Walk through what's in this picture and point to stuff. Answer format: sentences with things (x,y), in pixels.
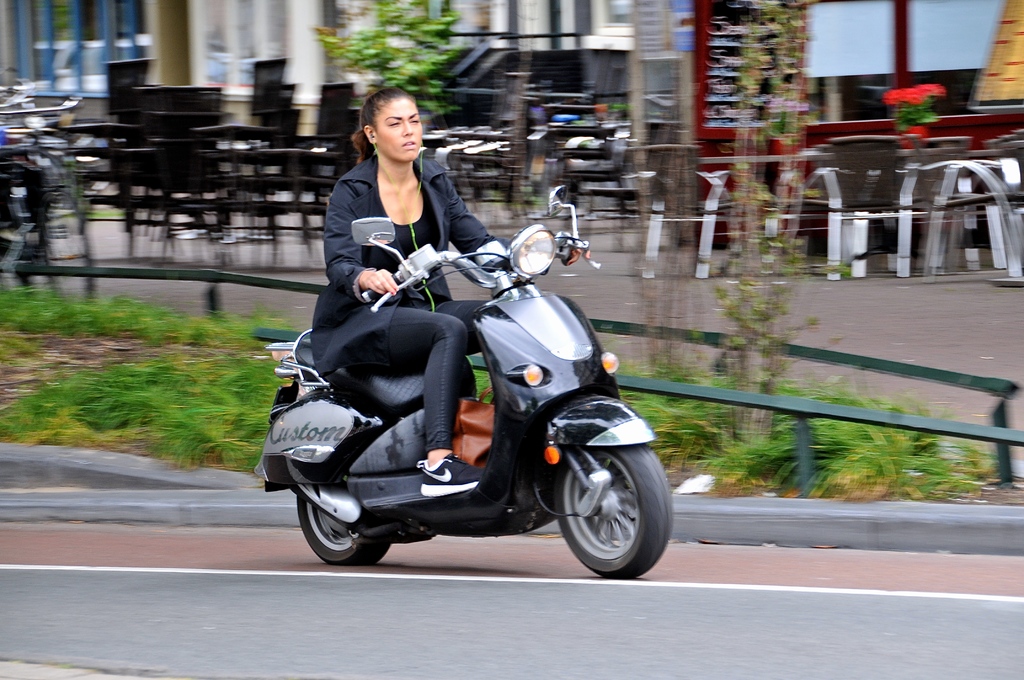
In this image, we can see some chairs (828,170). There is a person (354,219) in the middle of the image (348,283) wearing clothes (354,263) and riding a scooter (341,374). There are some plants (748,367) in the middle of the image (665,433). In the background (212,427), image is blurred.
